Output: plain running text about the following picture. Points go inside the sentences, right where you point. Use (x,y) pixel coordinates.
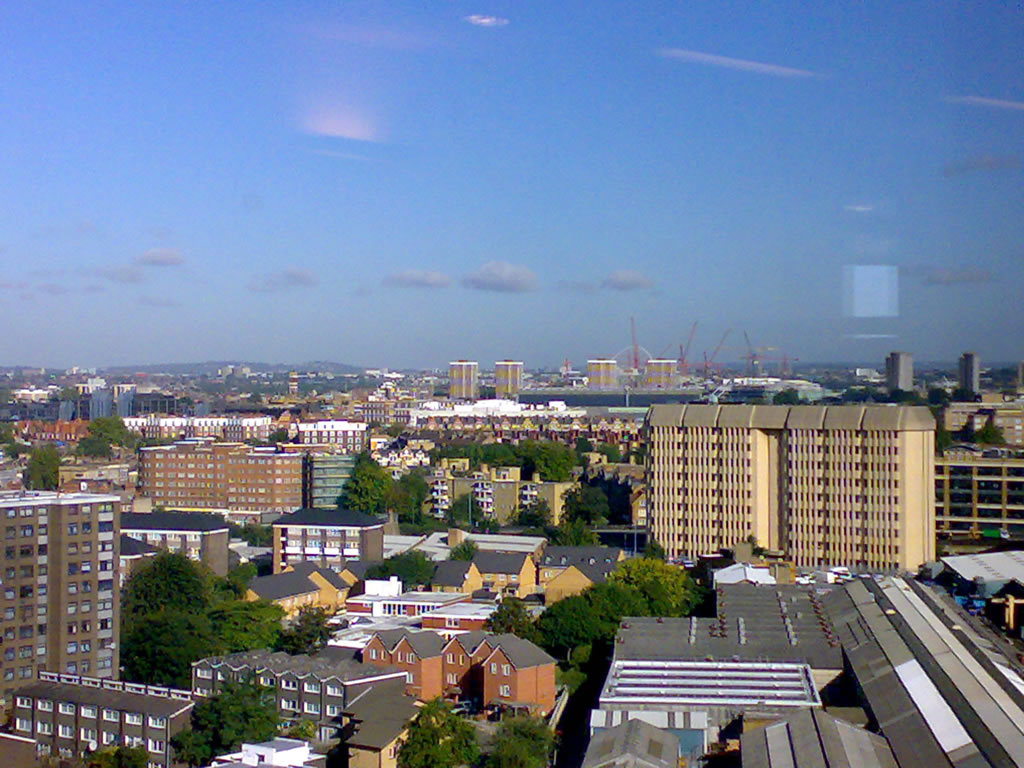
In this picture we can see buildings (785,558) and trees (334,382), it looks like a glass (724,222) in the front (695,191), we can also see windows (73,528) and glasses (90,528) of these buildings (267,483), there is the sky (532,251) and clouds (496,270) in the background (400,250).
